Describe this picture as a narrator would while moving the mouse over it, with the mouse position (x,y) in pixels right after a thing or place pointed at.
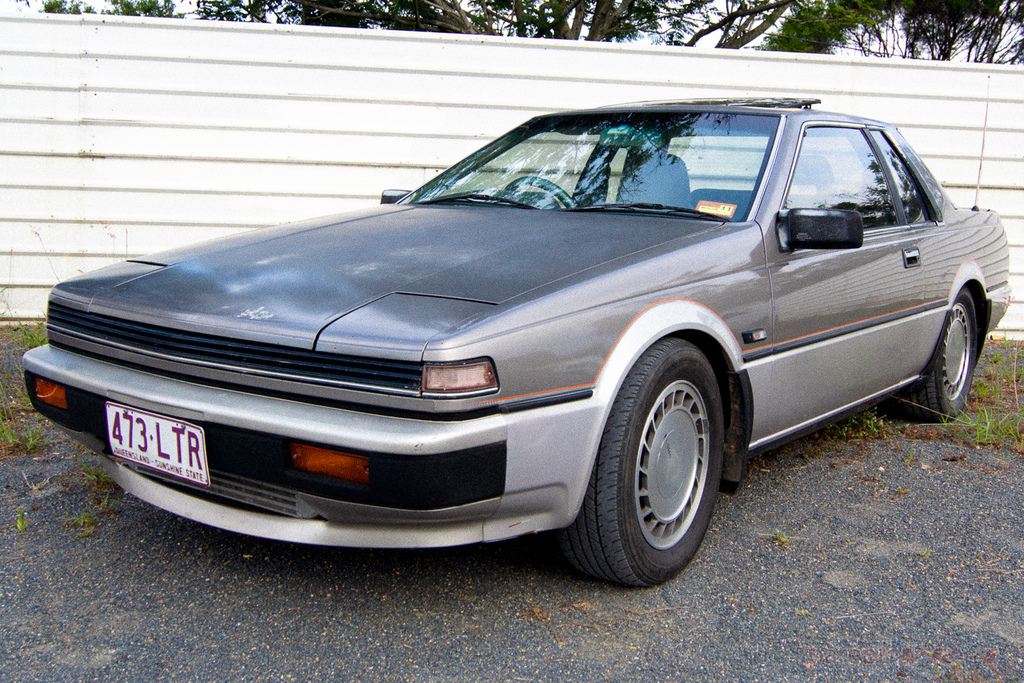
In this image there is a car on the road (852,489), grass (983,439), compound wall (16,141), and in the background (809,1) there are trees (617,39) and sky (575,12).
